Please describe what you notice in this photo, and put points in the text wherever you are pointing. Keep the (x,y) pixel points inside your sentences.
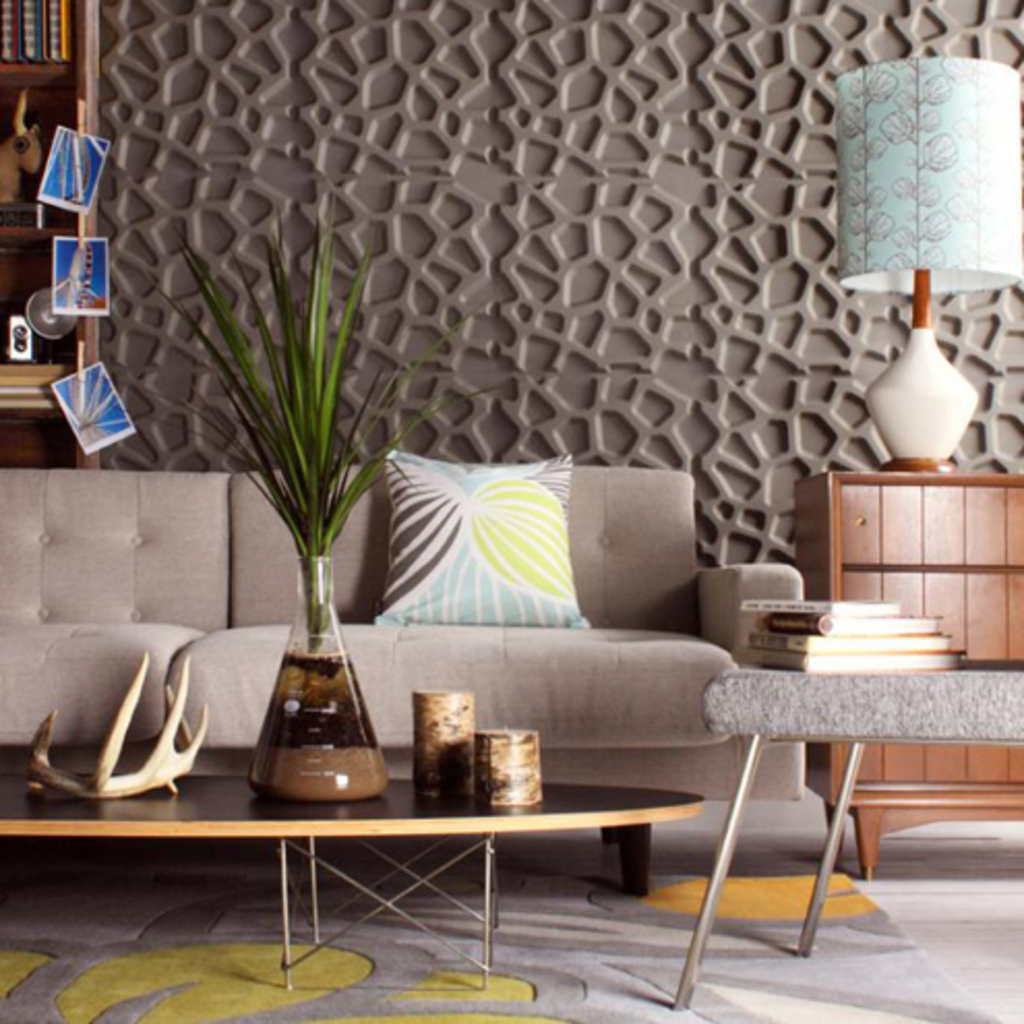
In the image we can see table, on table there is a flower vase (305,707), two candles (505,764). And on the right (770,635) there is a table (926,732), books cupboard (1016,618) and lamp (866,210). In the background (588,392) there is a shelf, wall (559,135), couch (665,555) and pillow (533,574).
